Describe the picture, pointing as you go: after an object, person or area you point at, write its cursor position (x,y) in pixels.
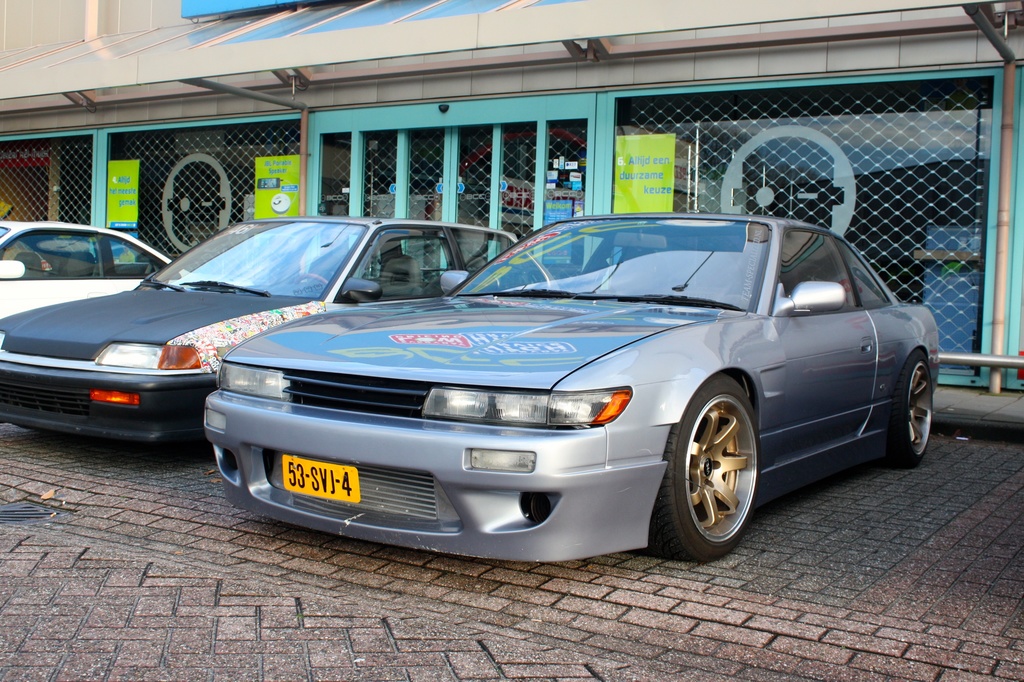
In this image I can see three cars (659,396) on the road (433,567). In the background (607,171) I can see a building (394,164), boards (270,171), fence (268,151), metal rods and wall (358,89). This image is taken may be during a day.
